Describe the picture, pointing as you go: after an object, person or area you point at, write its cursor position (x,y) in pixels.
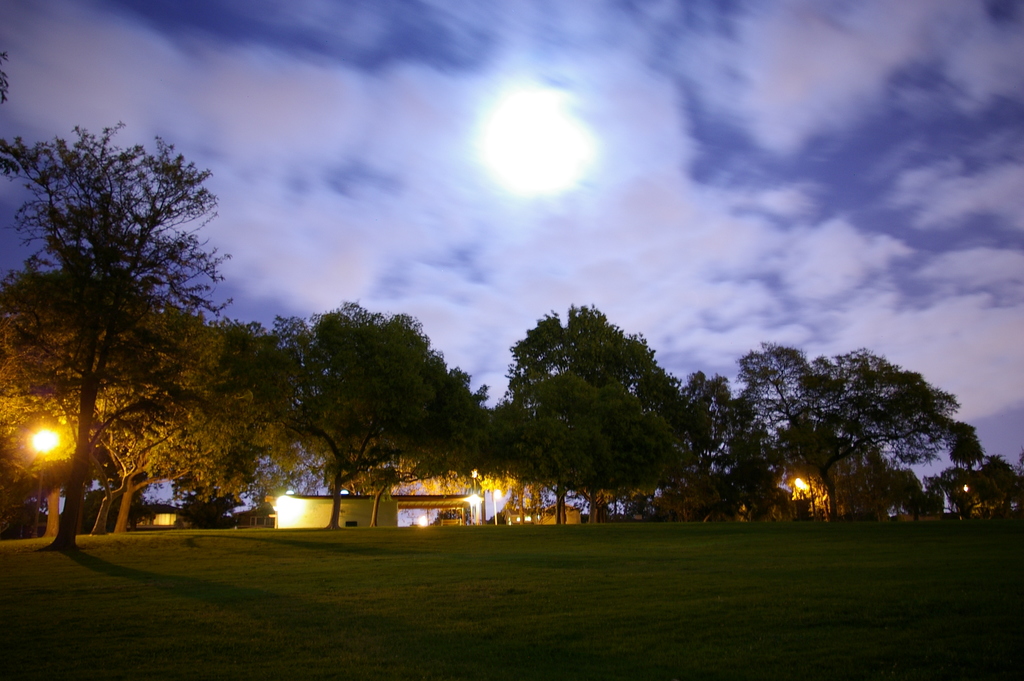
In this image we can see the trees (623,425), houses (541,513), lights (294,503) and also the grass (517,606) at the bottom (622,606). In the background (725,214) we can see the sky (789,137) with the clouds (789,104). We can also see the full moon (525,126).
